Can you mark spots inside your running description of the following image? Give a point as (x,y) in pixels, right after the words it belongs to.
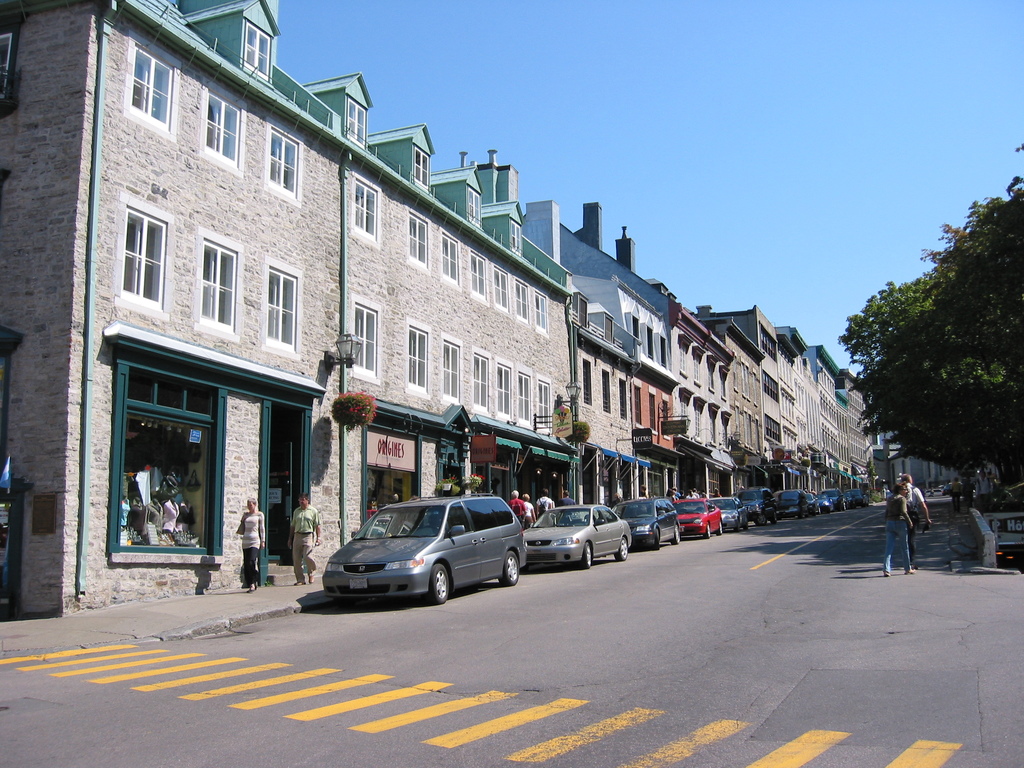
This is the picture of a road (401,617). In this image there are vehicles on the road (1023,616) and there are two persons (923,513) walking on the road (918,607). On the right side of the image (916,438) there are trees (1010,428). On the left side of the image (253,583) there are two persons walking on the footpath (294,608). There are buildings (252,452) and poles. At the top (769,122) there is sky (547,101). At the bottom (637,713) there is a road (733,695).
